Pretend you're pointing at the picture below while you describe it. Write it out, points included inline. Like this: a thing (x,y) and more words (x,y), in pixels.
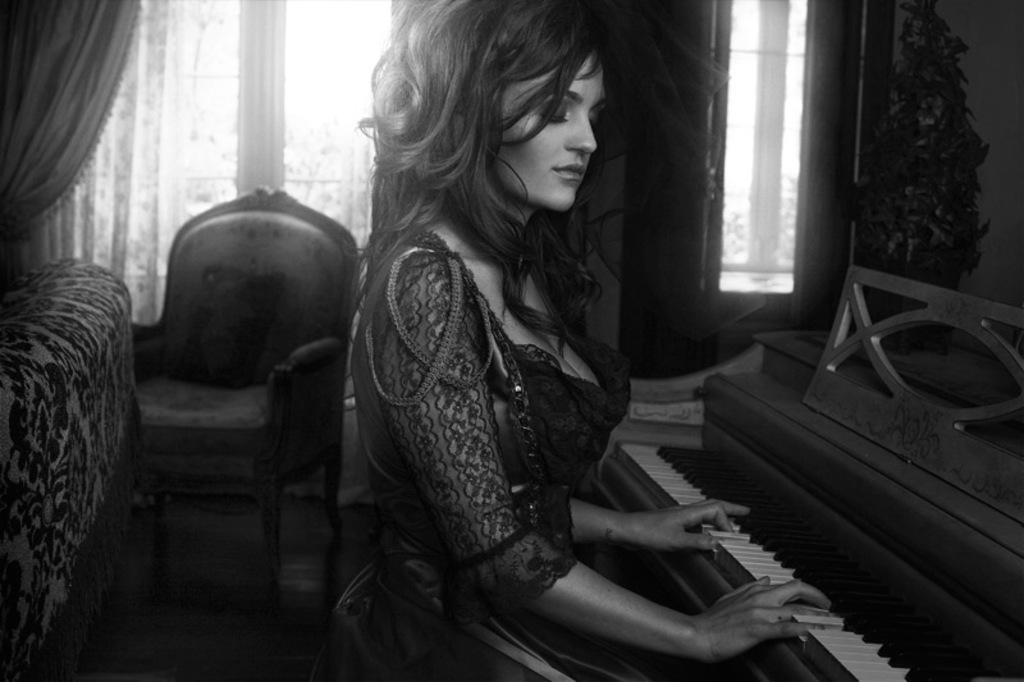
In this image there is a girl (458,401) who is playing the piano (820,575) which is in front of her. At the background (248,309) there is chair (234,309), window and the curtain (83,92).
